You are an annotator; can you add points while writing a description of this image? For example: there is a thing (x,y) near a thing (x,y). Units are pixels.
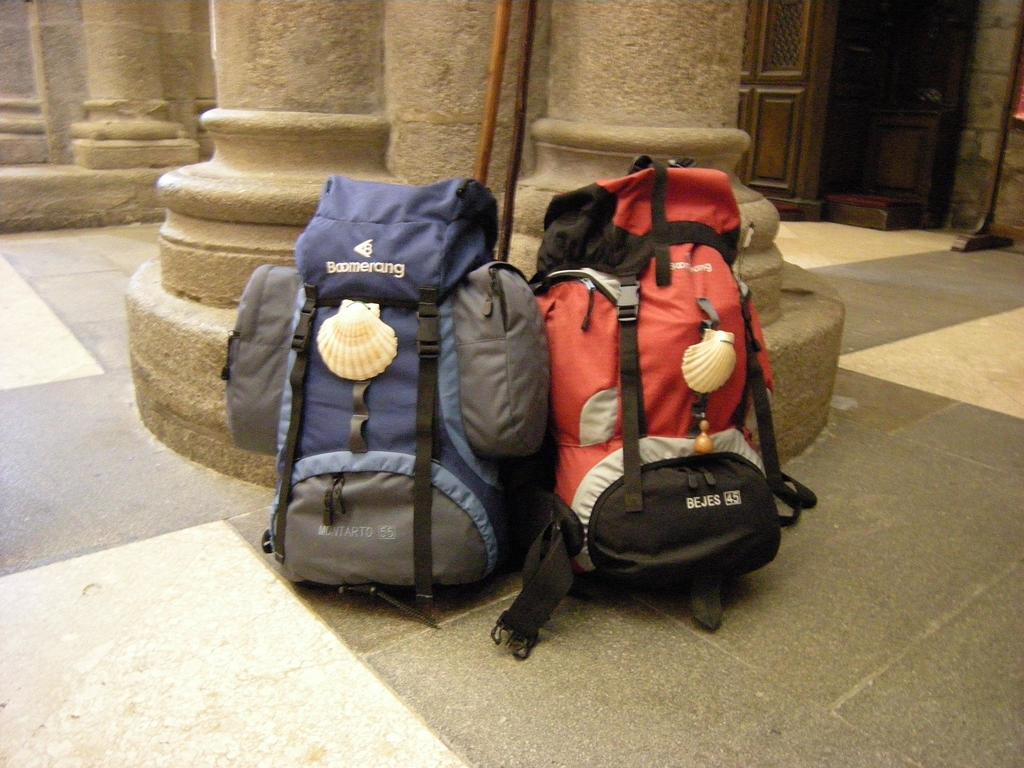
In this image we can see two bags (745,540). One is on the left side (260,356) and the other one is on the right side (728,191). In the background (782,132) we can see a wooden door (823,124).
